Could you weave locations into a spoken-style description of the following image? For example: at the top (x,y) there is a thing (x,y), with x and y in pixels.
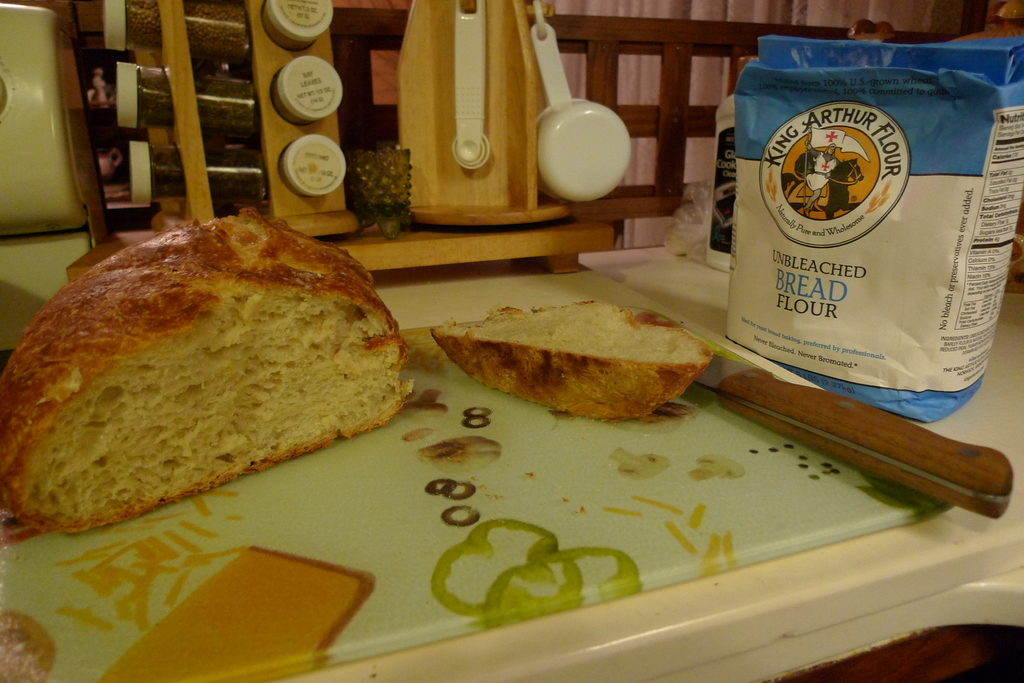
In this image we can see bread pieces (148,401) and knife (819,439) on a chopping (617,516) board on the table (705,281) and we can also see a packet (734,281), bottle (712,236) and on a stand (452,105) we can see jars (278,90) and spoon (470,124). In the background (746,14) we can see wooden object (600,42) and a cloth (638,72).
